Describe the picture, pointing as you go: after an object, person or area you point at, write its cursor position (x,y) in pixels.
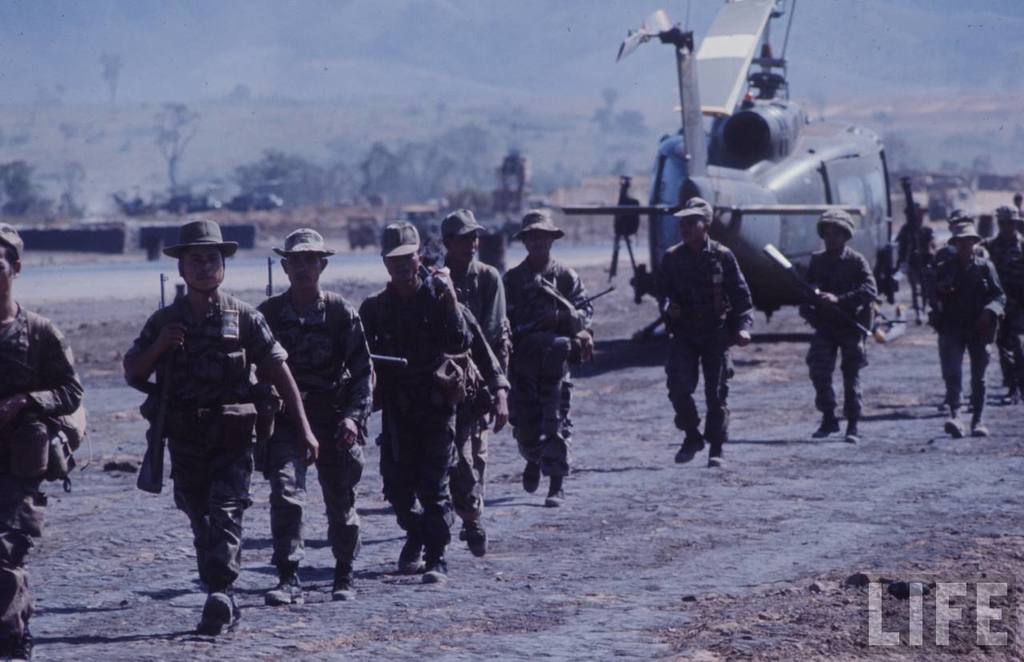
In this picture we can see a group of people (468,368) holding some objects (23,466) and walking on the ground (322,545). Behind the people (401,430), there are vehicles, trees (449,192), hills (628,174), a helicopter (687,173) and some objects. In the bottom right corner of the image (876,619), there is a watermark (871,604).
